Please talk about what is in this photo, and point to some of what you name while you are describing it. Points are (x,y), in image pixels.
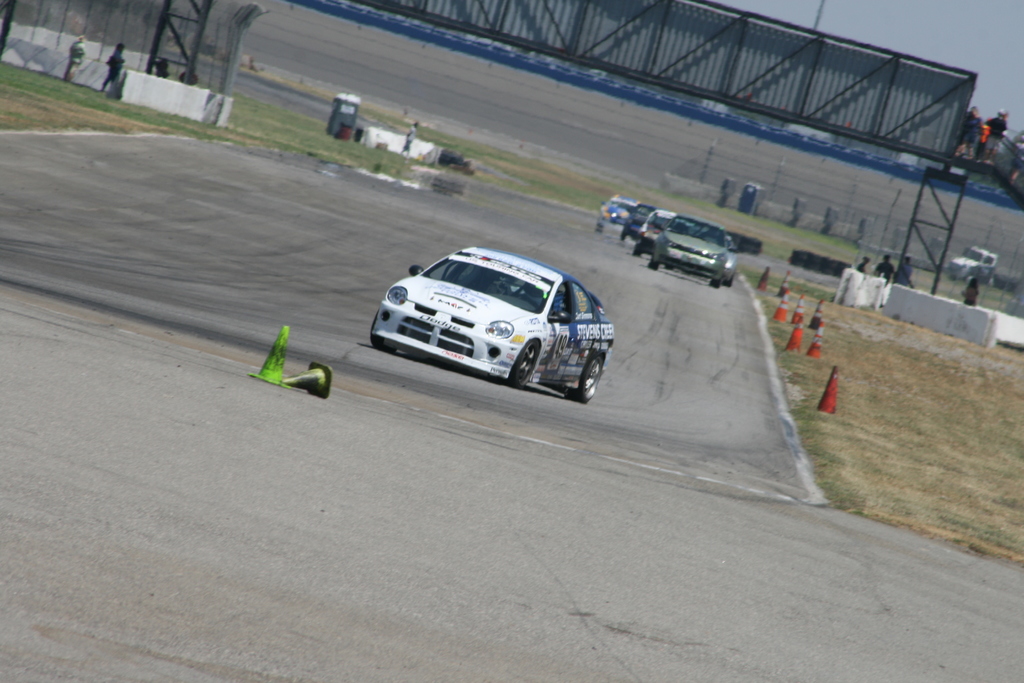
In this image we can see a few people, there are cars (483,264) on the road (481,244), there are traffic cones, there is a railing (831,98), also we can see the wall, and the sky (936,43).
